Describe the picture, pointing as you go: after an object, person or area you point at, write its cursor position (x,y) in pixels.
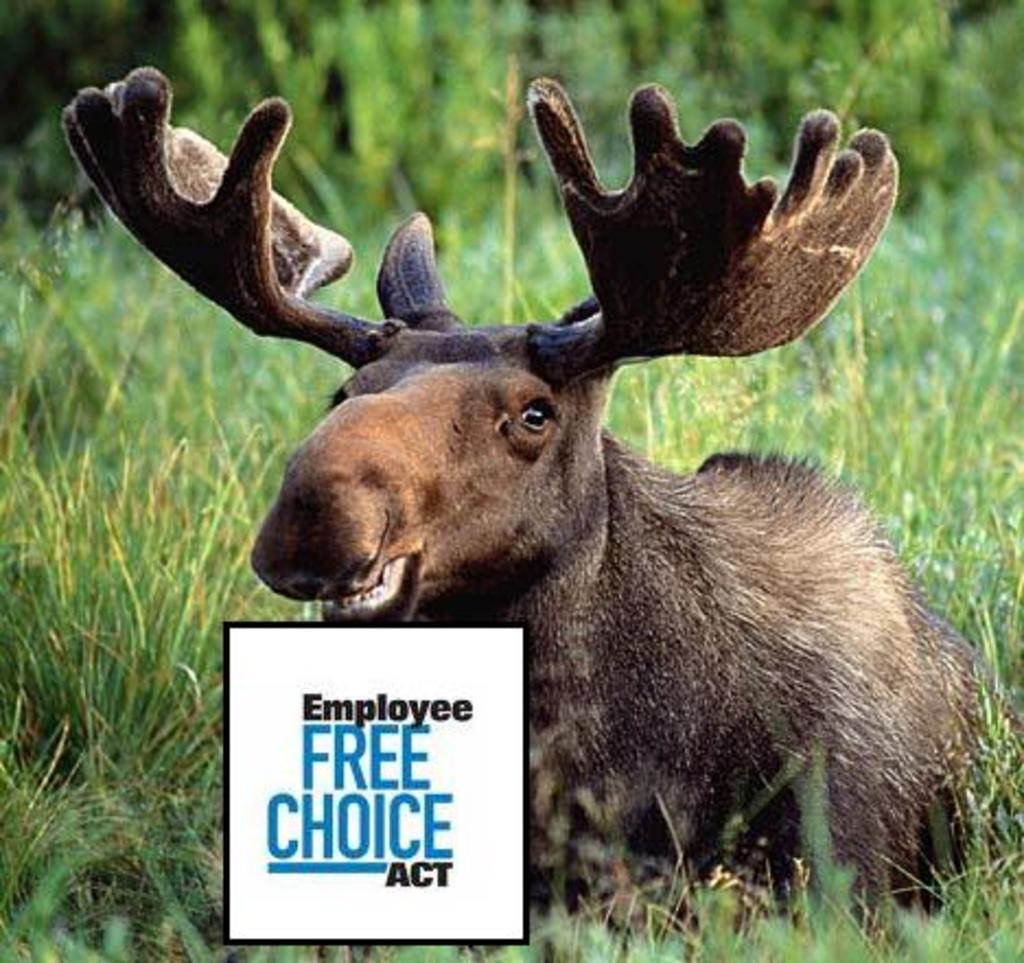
In this image we can see an animal (585,595) on the ground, there are some trees (402,63), grass (232,471) and the text (307,781).
